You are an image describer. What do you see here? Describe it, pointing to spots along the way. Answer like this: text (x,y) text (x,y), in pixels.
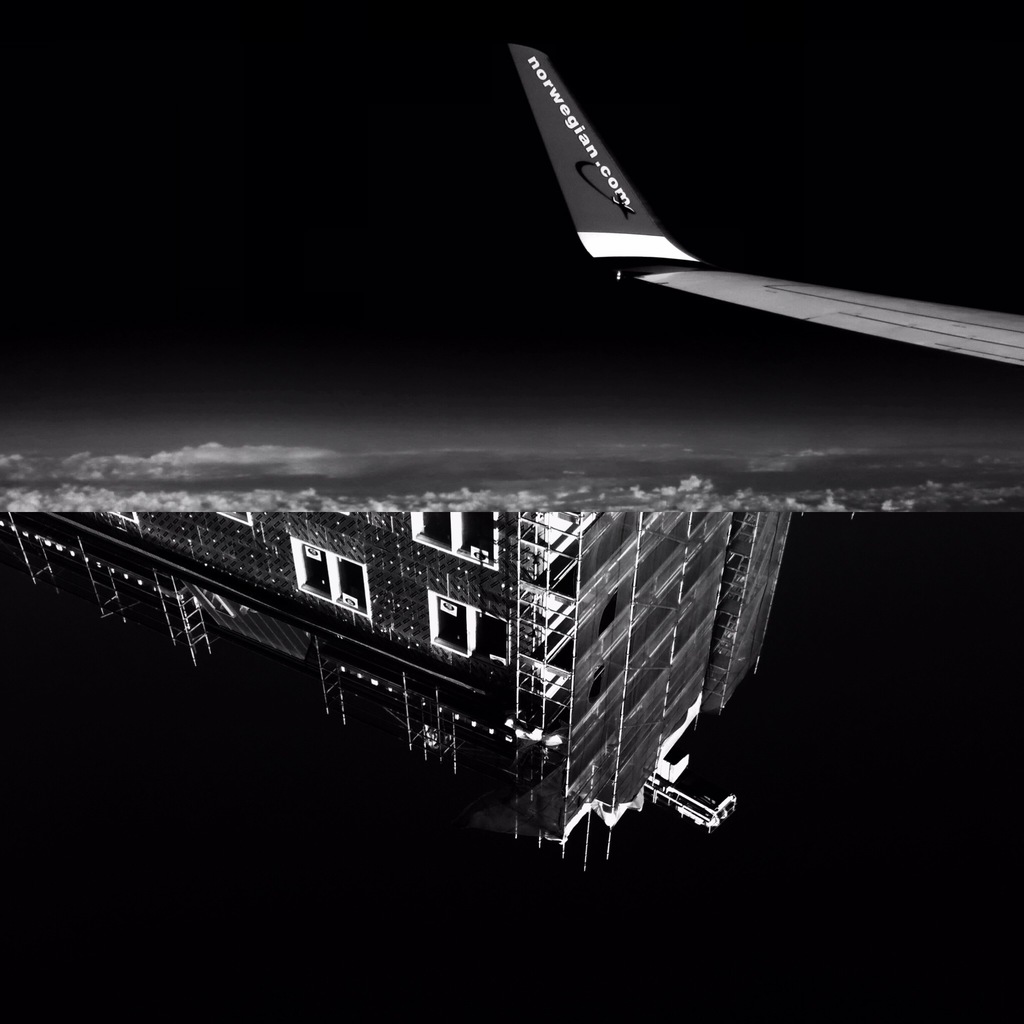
This is a black and white image. It is edited and made collage. In this image I can see two pictures. In the top (759,297) picture I can see an aeroplane (681,274) and clouds (80,494). In the bottom (545,763) image I can see a building (389,586) along with the windows (343,581).
